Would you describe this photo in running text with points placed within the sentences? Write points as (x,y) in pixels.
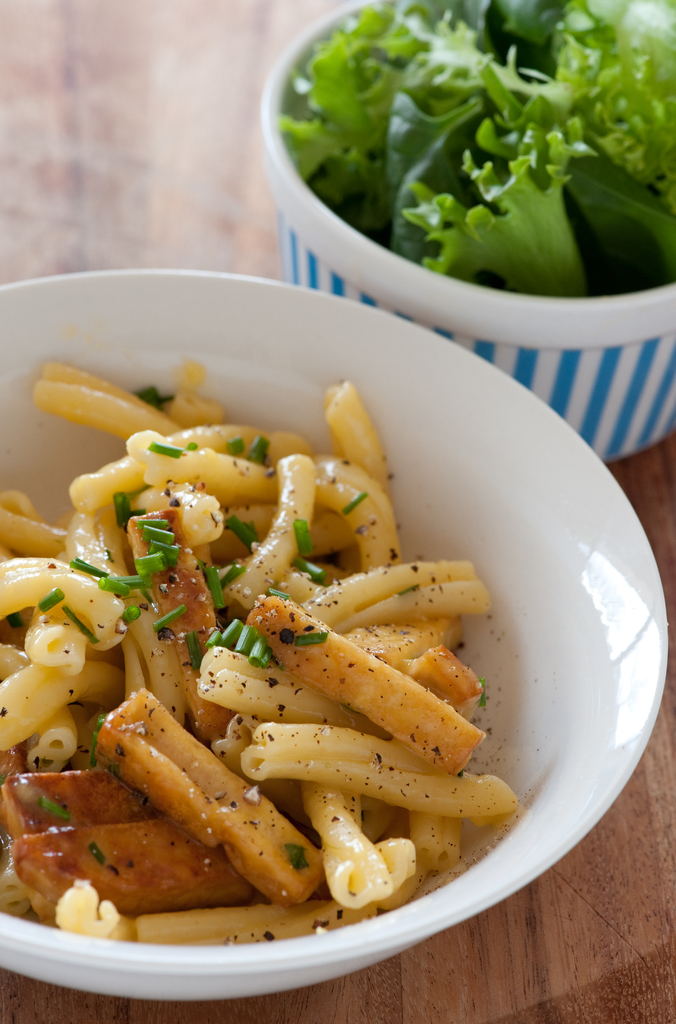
The picture consists of bowls (496,291), food items (372,697) placed on a wooden table (22,113).
